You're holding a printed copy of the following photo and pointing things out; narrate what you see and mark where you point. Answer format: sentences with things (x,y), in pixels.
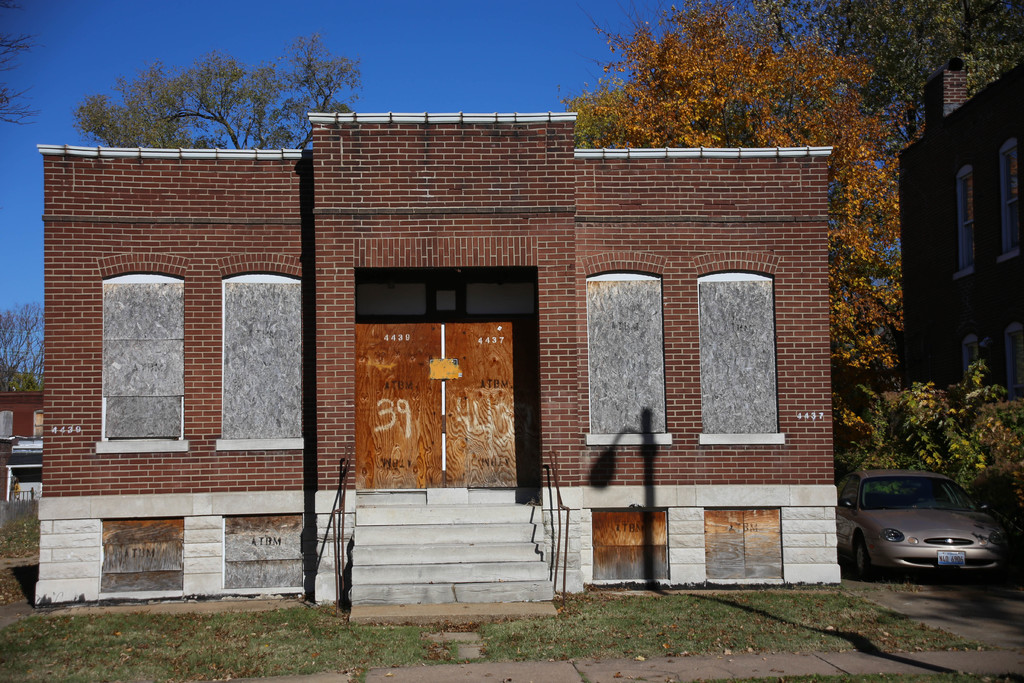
In this image we can see a building (159,364) with windows (234,380), steps (386,527), railings (344,539) and doors (416,378). In front of the building (431,382) there is grass (701,622). On the right side (925,507) there is car (917,502), trees (809,112) and other building (921,264) with windows (965,207). In the background (298,84) there is sky (99,79), trees (15,328), and building (20,430).
